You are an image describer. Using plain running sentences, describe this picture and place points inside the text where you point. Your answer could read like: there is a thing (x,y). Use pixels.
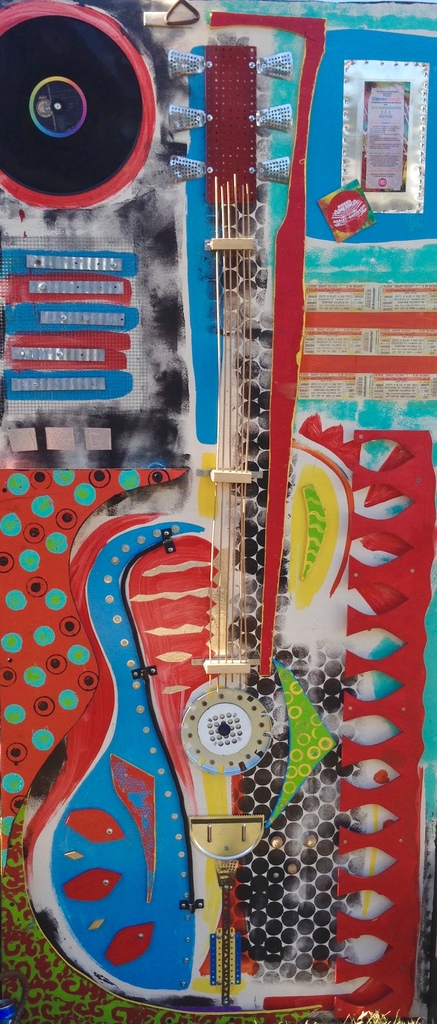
In this image we can see a board (263,464), a painting (213,589), strings (242,520) and other objects (434,395).
